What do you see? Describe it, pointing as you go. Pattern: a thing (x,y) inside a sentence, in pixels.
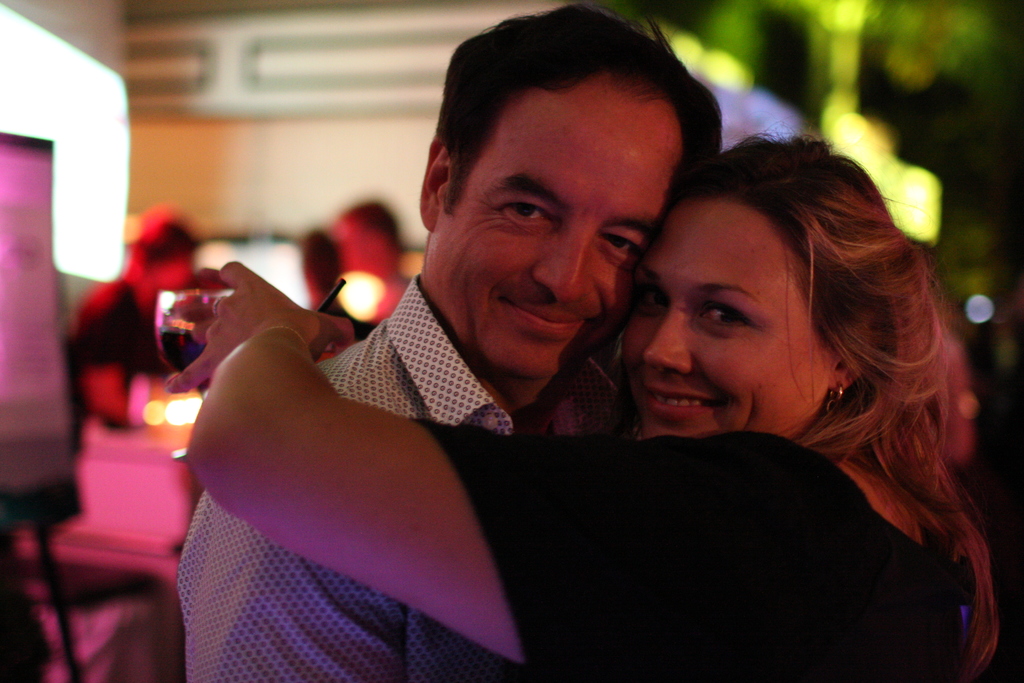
In this image we can see a two people (731,340) hugging and posing for a picture, one among them is holding a glass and in there are people (150,292) and other objects (172,511) in the background (50,342).
